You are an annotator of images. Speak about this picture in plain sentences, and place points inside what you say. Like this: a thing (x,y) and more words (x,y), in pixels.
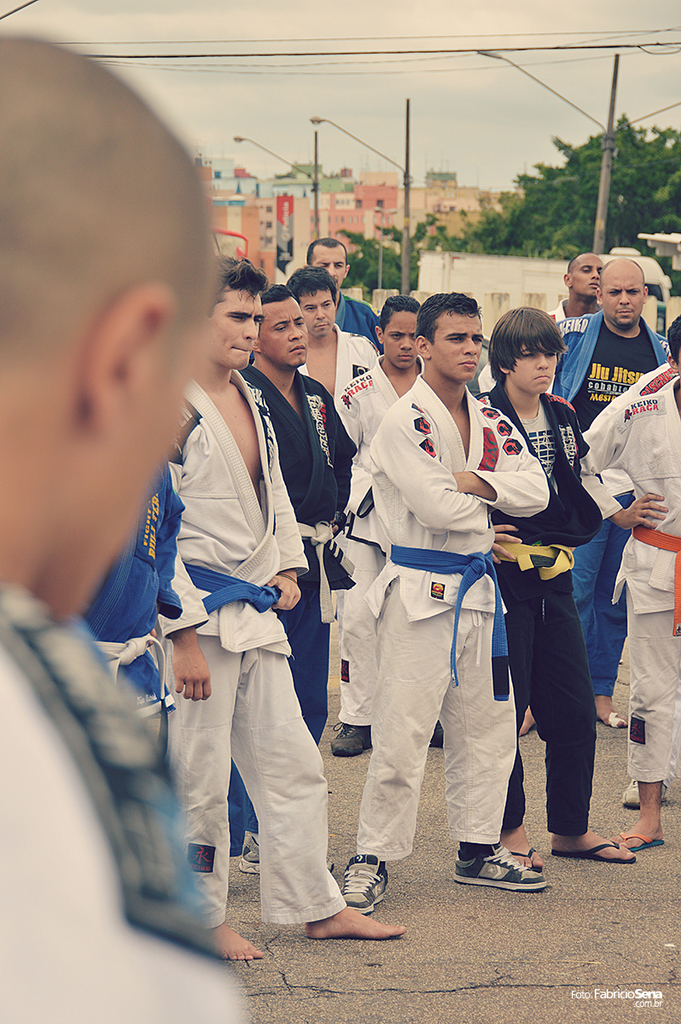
In this picture we can see a group of people (364,889) standing on the ground (630,895), poles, buildings (422,205), trees (649,214), wires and in the background (508,103) we can see the sky (333,115).
